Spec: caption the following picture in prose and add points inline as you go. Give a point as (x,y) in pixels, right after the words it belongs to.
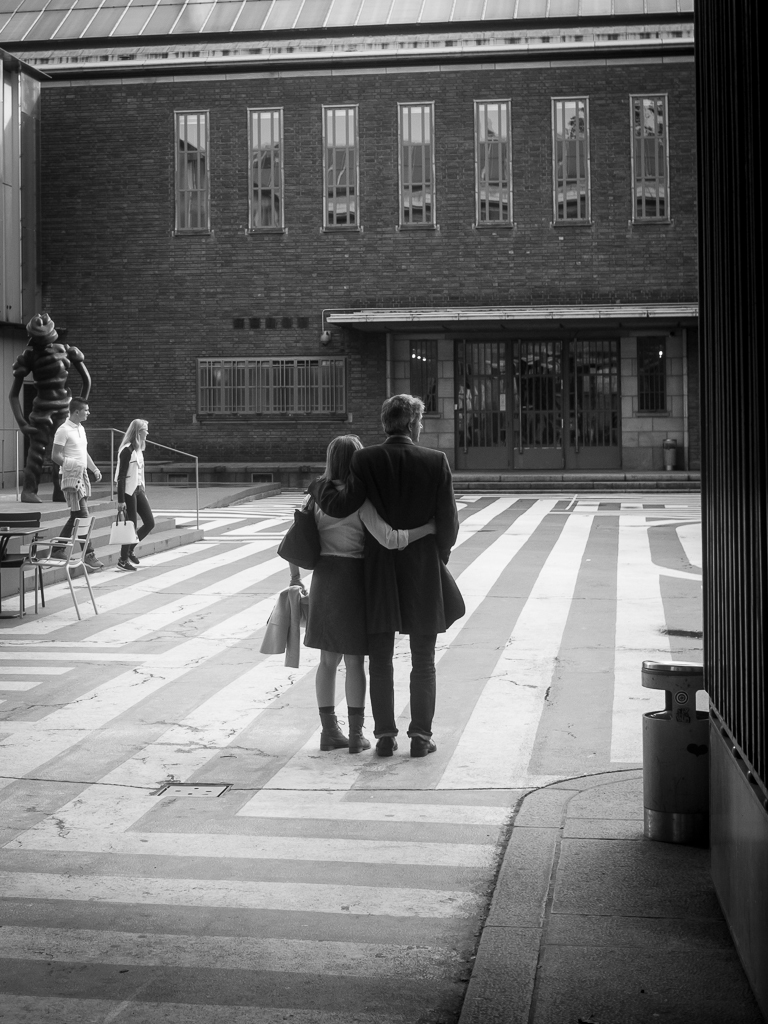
In this picture, we can see a few people (130,516), and a few are holding some objects (274,613), and we can see the ground (521,745), chairs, dustbin (700,804), buildings (243,394), glass doors (494,357), and stairs (15,502).
